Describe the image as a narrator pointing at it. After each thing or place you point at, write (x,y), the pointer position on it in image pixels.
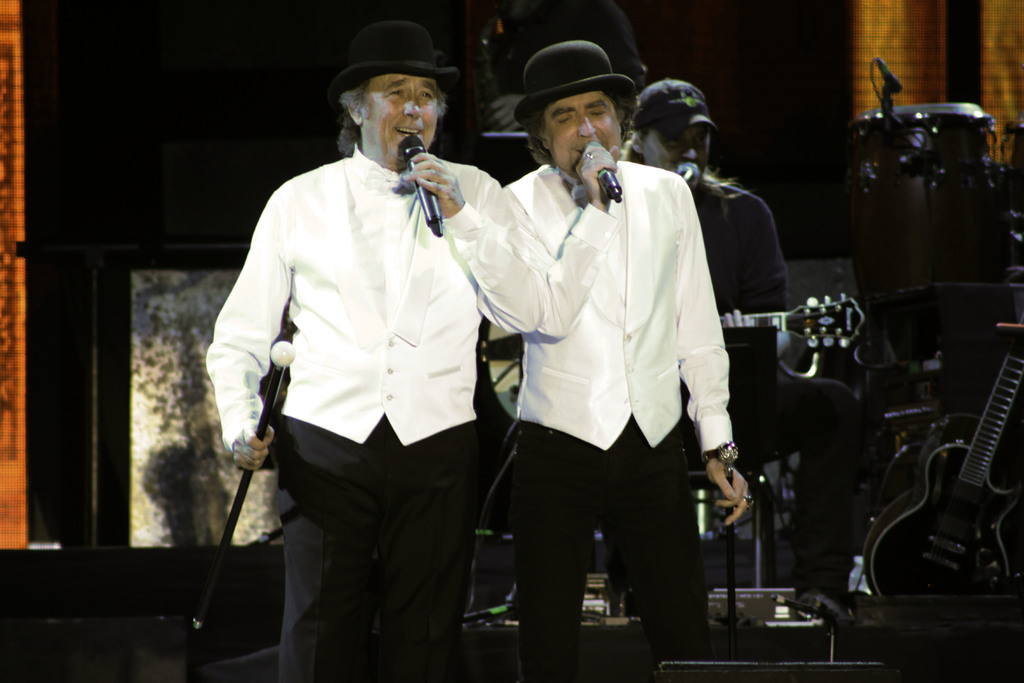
In the foreground of the image (432,204) there are two people (475,387) standing holding mic (585,161), wearing white color dress (446,332). In the background of the image (748,309) there is a person (741,309) playing guitar (772,316) and there are musical instruments (951,501).
